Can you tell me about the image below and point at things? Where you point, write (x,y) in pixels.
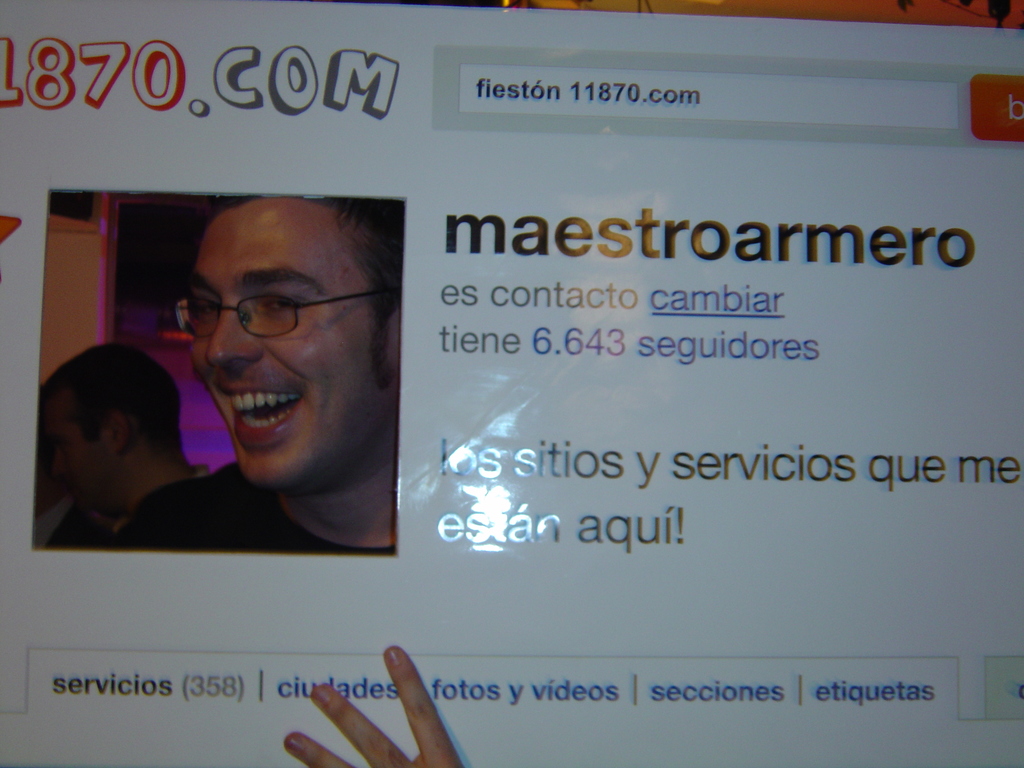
In the image in the center (433,311) we can see one board (783,486). On the board (528,325), we can see one person (333,469) smiling and we can see something written on it. In the bottom of the image, we can see one human hand (342,716).
